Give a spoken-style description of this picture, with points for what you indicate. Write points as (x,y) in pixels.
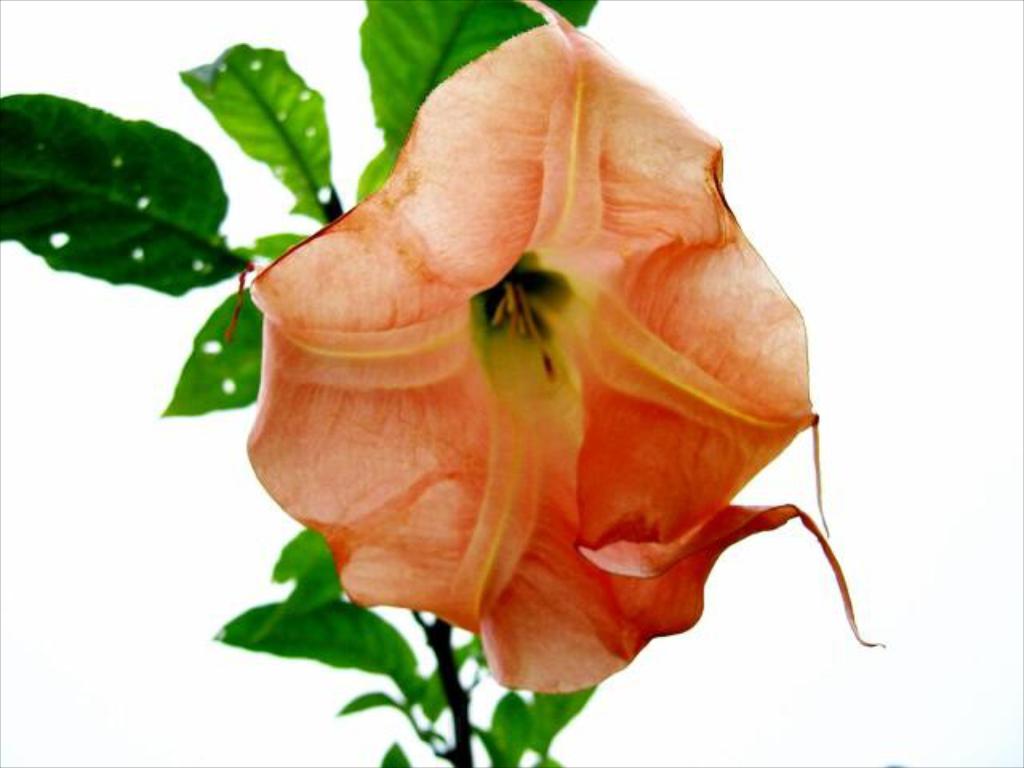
In the foreground of this image (421,360), there is a flower (421,278), few leaves (431,702) and the white background (76,586).
